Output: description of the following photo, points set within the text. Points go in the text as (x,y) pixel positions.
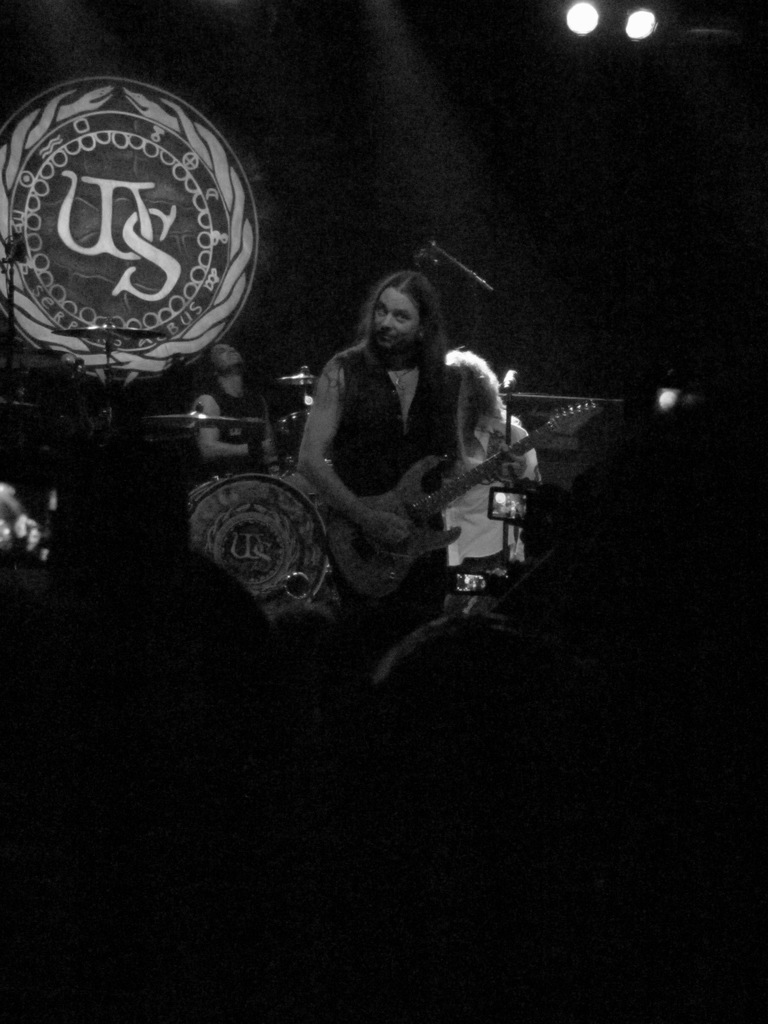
This is a black and white image. There are a few people (550,498). We can see some musical instruments (381,578) and microphones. We can see some lights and the wall (188,171) with a logo (94,203).
